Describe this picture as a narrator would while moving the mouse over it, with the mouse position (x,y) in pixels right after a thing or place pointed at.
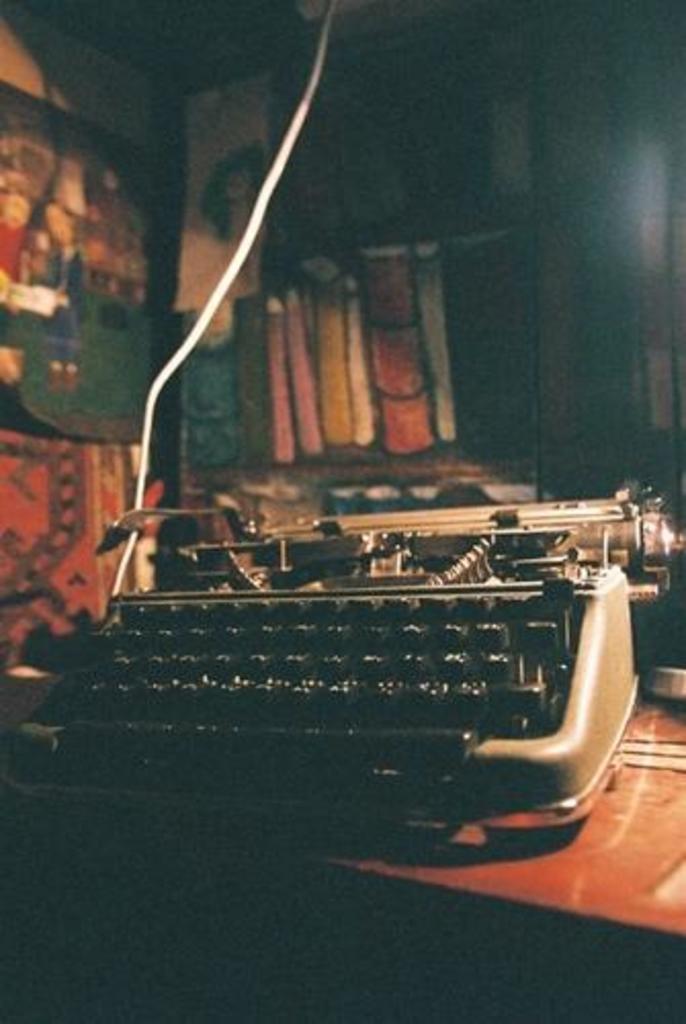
In this picture we can see a typewriter (418,671) on the surface (654,814) and in the background (267,360) we can see some objects (101,358).
